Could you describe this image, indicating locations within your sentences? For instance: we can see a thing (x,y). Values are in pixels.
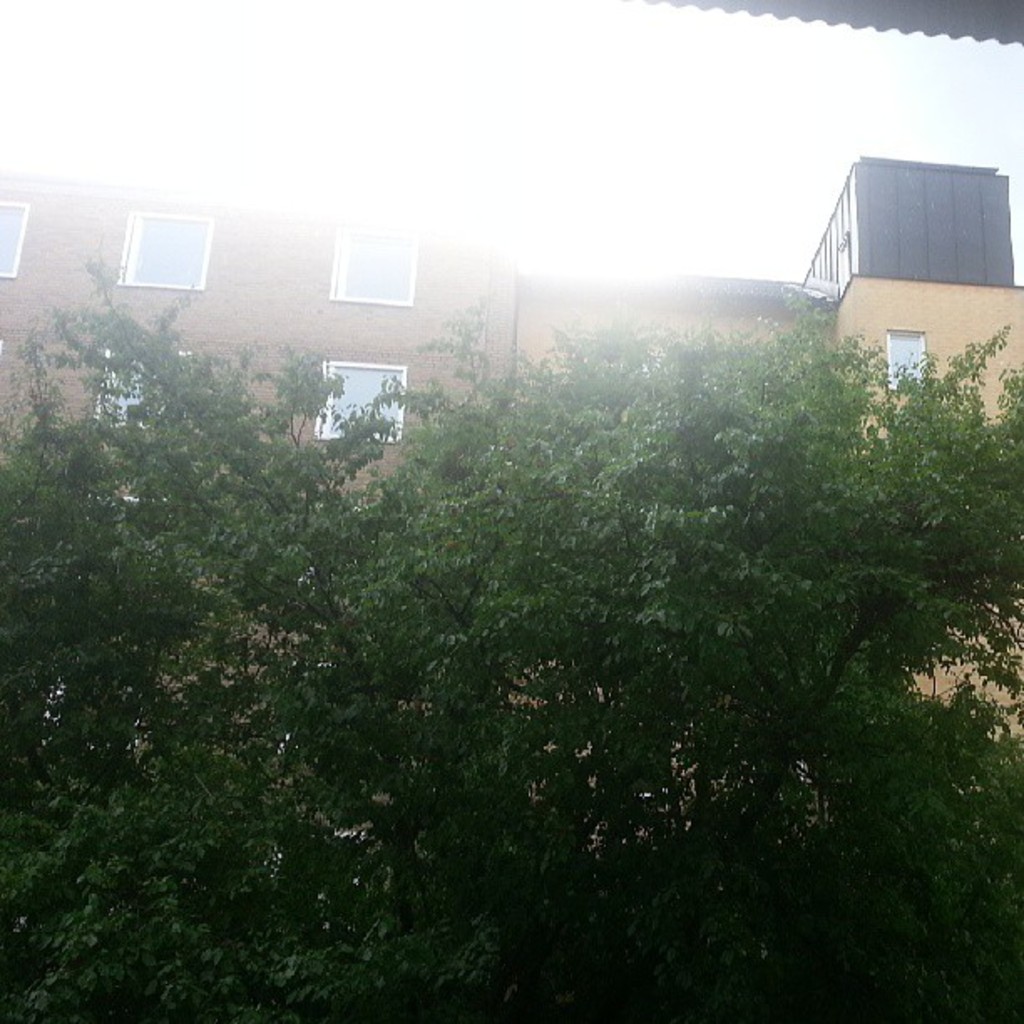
In this image I can see there are trees (876,484) at the back side (345,335) there is a building (409,349) with glass windows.
